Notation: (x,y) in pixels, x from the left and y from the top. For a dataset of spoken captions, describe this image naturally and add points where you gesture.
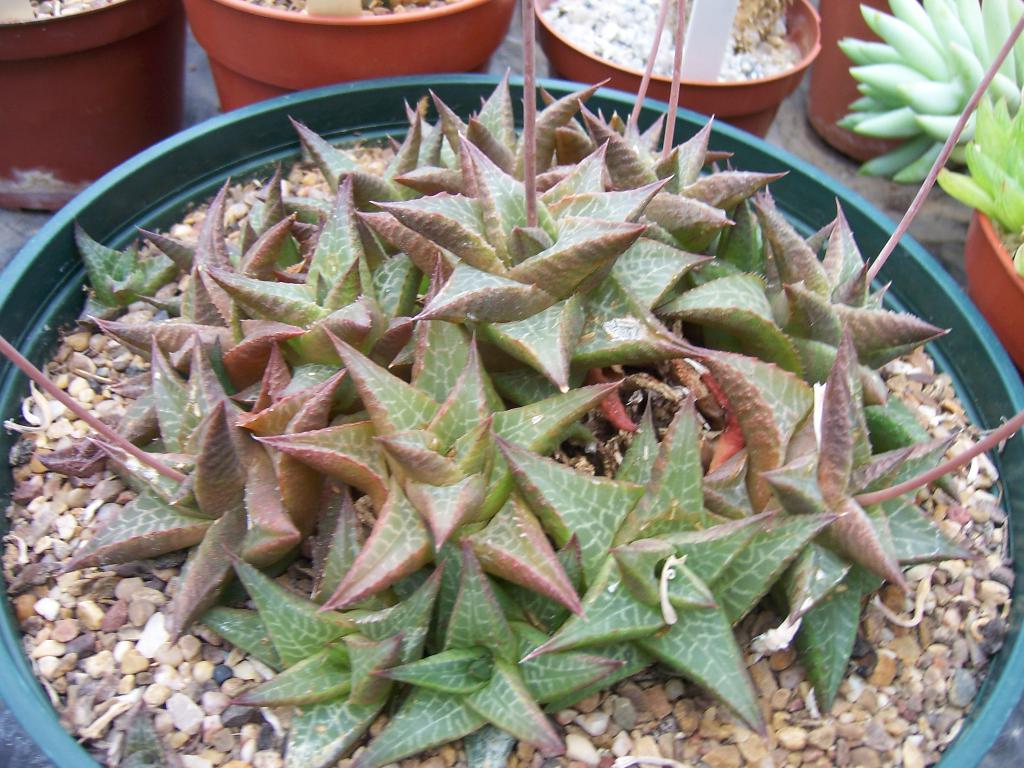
In this image we can see houseplants (741,226).
